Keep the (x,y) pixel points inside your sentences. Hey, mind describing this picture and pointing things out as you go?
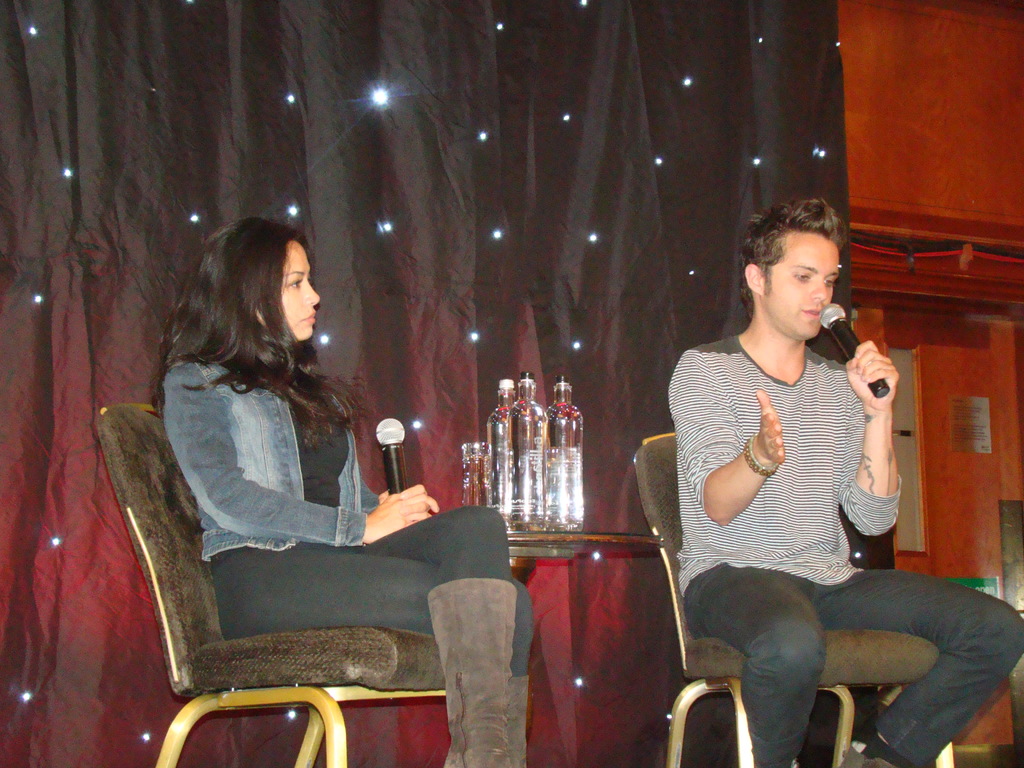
In this image on the right (798,463) there is a man (813,436) he wear t shirt (802,540) and trouser (792,614). In the middle (527,438) there is a table (572,551) on that there are some bottles (537,464). On the left (236,482) there is a woman (281,466) her hair (274,386) is long she is holding a mic (394,486) and she is sitting on the chair (233,657). In the background (708,137) there is a cloth (675,141), light (382,101), wall (934,181).
